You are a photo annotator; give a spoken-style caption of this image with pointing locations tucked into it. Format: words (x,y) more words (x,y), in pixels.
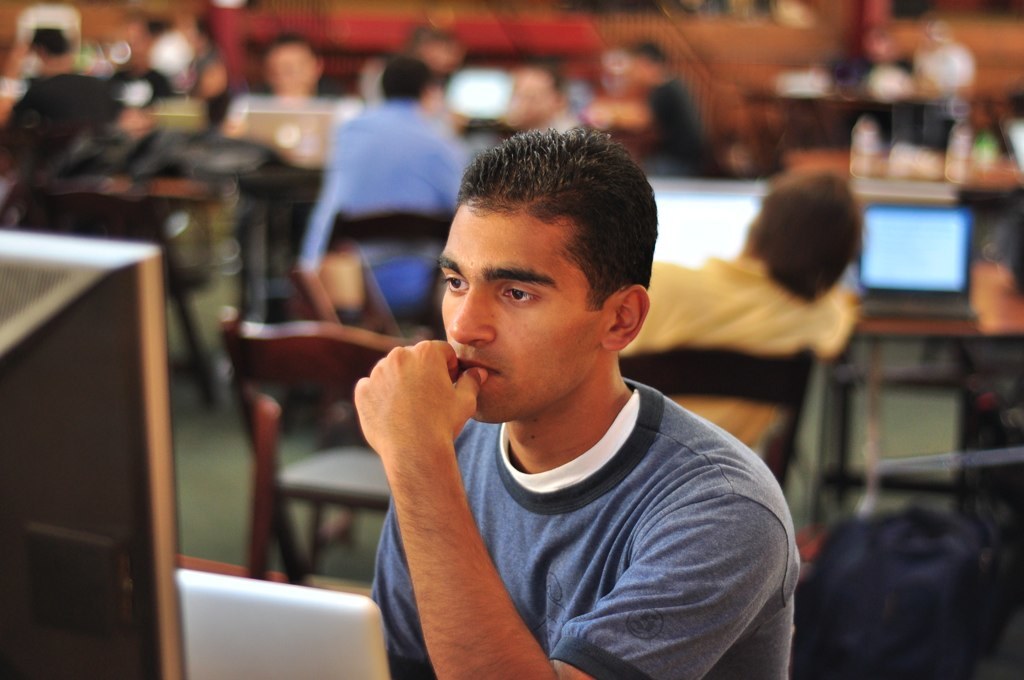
In this picture I can see few people (530,280) seated on the chairs (443,229) and I can see few monitors (99,480) and laptops (941,280) on the tables (1003,280).
